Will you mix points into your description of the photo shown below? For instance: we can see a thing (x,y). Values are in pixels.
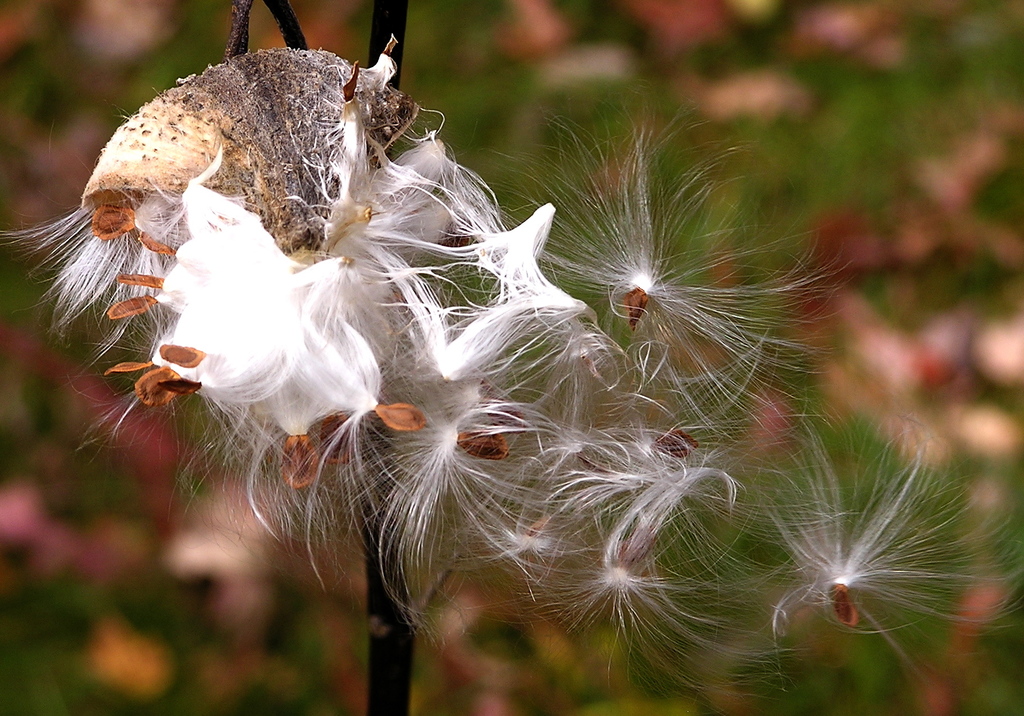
In this image there are seeds (187,361). To the seeds (645,298) there are thin hair like structures (440,348). It seems to be seed dispersal. Behind it there is a stem (377,491). The background (742,143) is blurry.
